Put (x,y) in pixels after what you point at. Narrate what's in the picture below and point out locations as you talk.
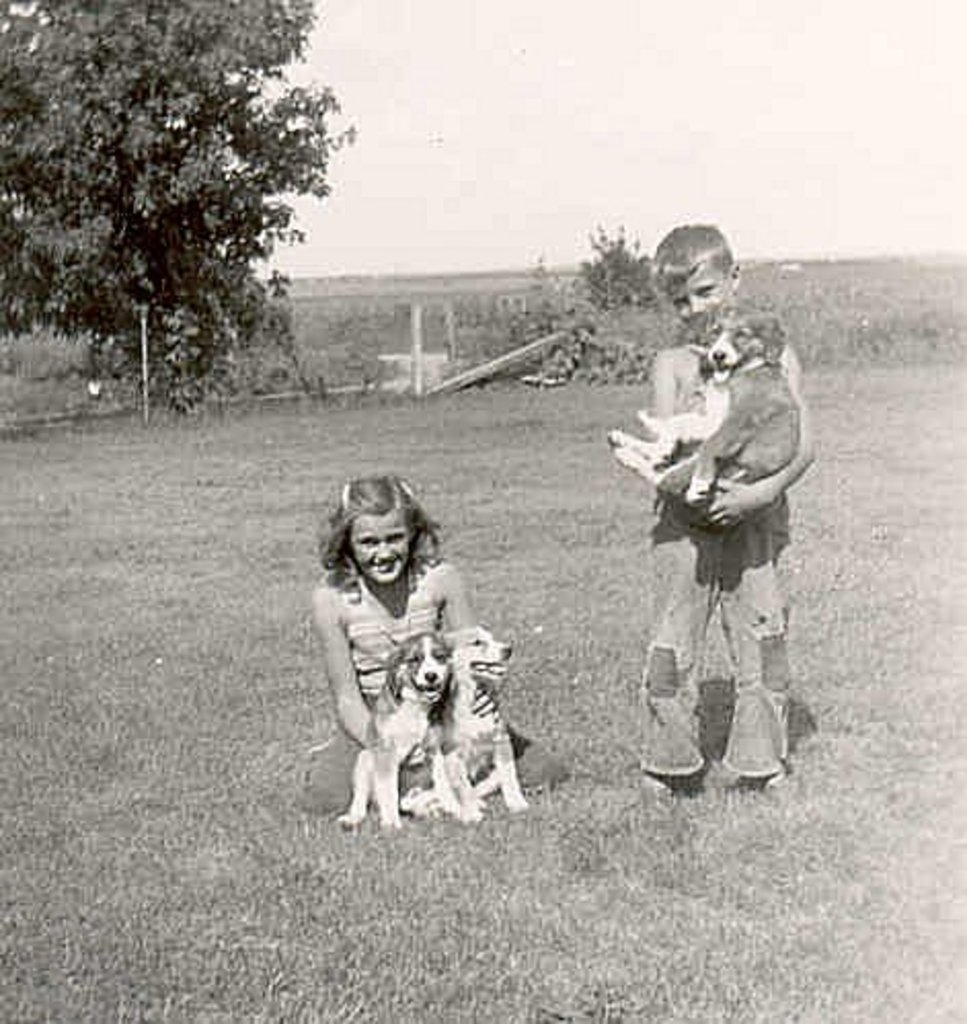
there are two people (668,500) holding dogs (415,698). behind them there are trees (170,280).
